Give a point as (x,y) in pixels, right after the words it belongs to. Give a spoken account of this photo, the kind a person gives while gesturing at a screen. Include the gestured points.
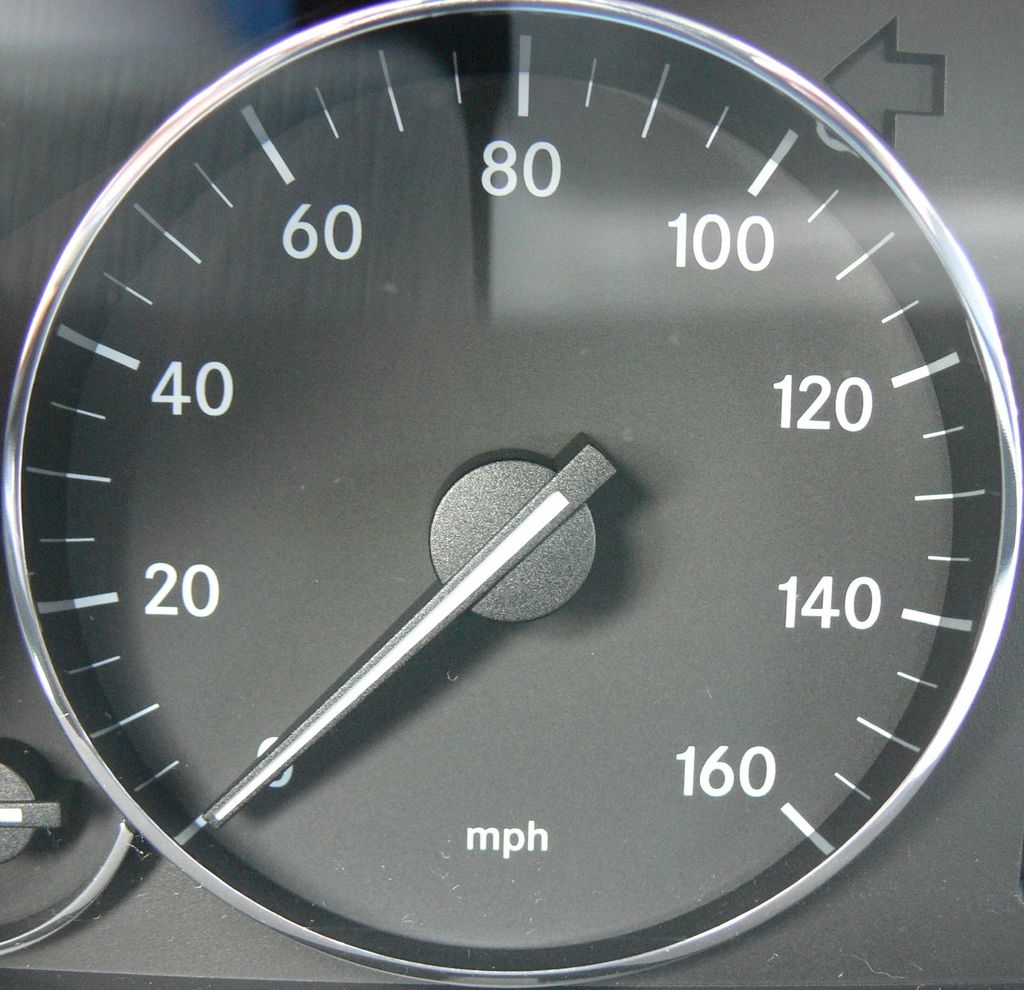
In this picture we can see a speedometer (341,713), direction symbol (865,62) and some objects (102,848).
